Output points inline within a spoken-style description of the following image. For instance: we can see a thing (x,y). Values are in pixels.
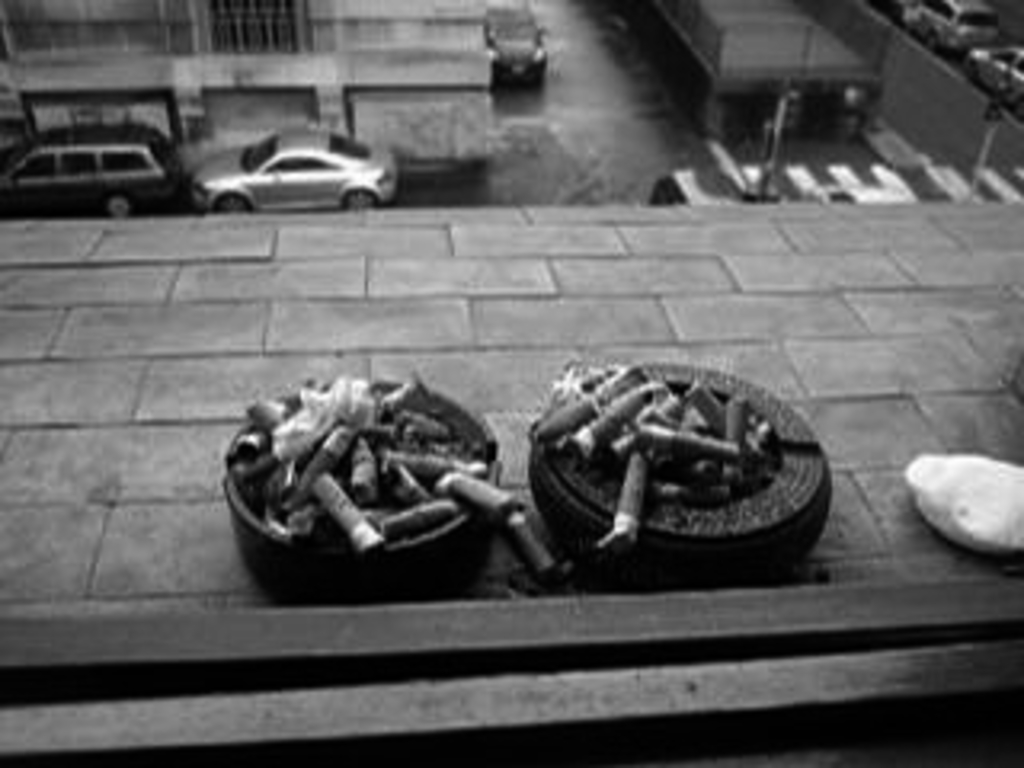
As we can see in the image there are cars (33,191), buildings (104,31) and tyres (419,473).
